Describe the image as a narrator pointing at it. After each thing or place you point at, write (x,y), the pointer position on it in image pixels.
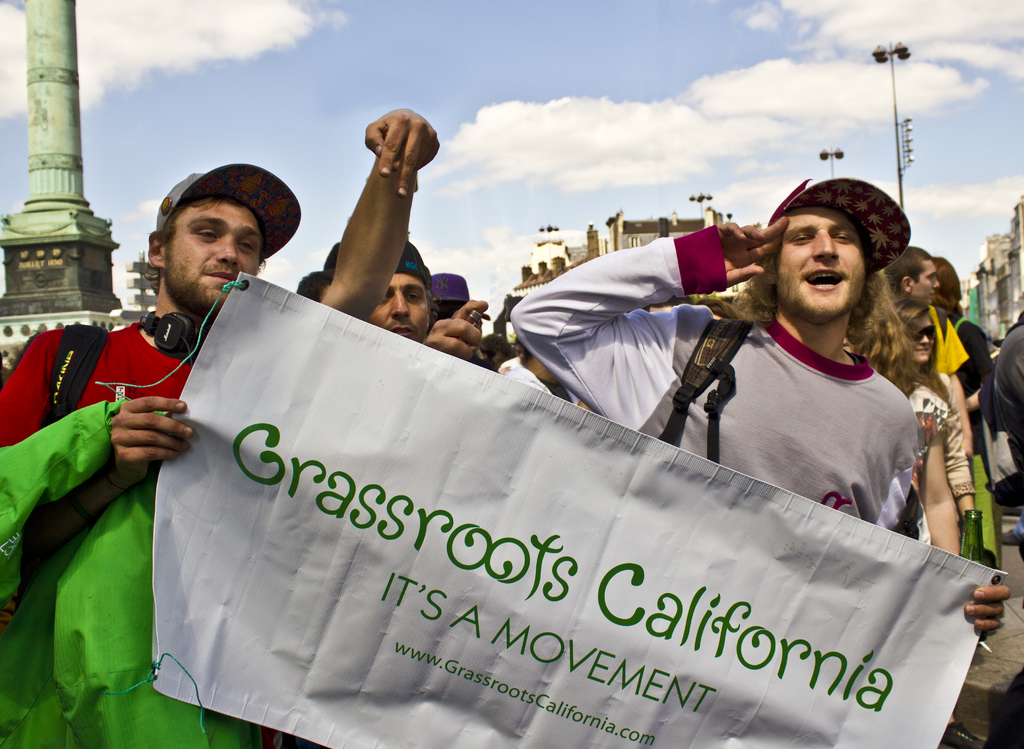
Front these two people (205,282) are holding a banner (597,553). Background (622,242) we can see buildings (634,238), light poles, pillar (39,203) and people (402,248). Those are clouds (732,104) in the sky (370,77).
